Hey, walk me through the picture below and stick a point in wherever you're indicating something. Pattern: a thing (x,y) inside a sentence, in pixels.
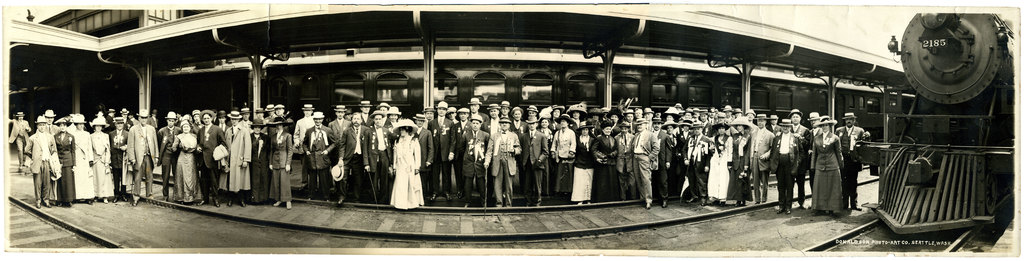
In this image we can see a group of people (558,151) wearing dress (119,151) are standing on the ground (656,213). Some persons (474,153) are wearing hats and holding sticks (370,174) in their hands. To the right side of the image (970,57) we can see a locomotive (923,137) on the track (941,240). In the background (885,71), we can see a shed (694,52), group of poles (140,70) and a building (107,14) with windows (628,84).
